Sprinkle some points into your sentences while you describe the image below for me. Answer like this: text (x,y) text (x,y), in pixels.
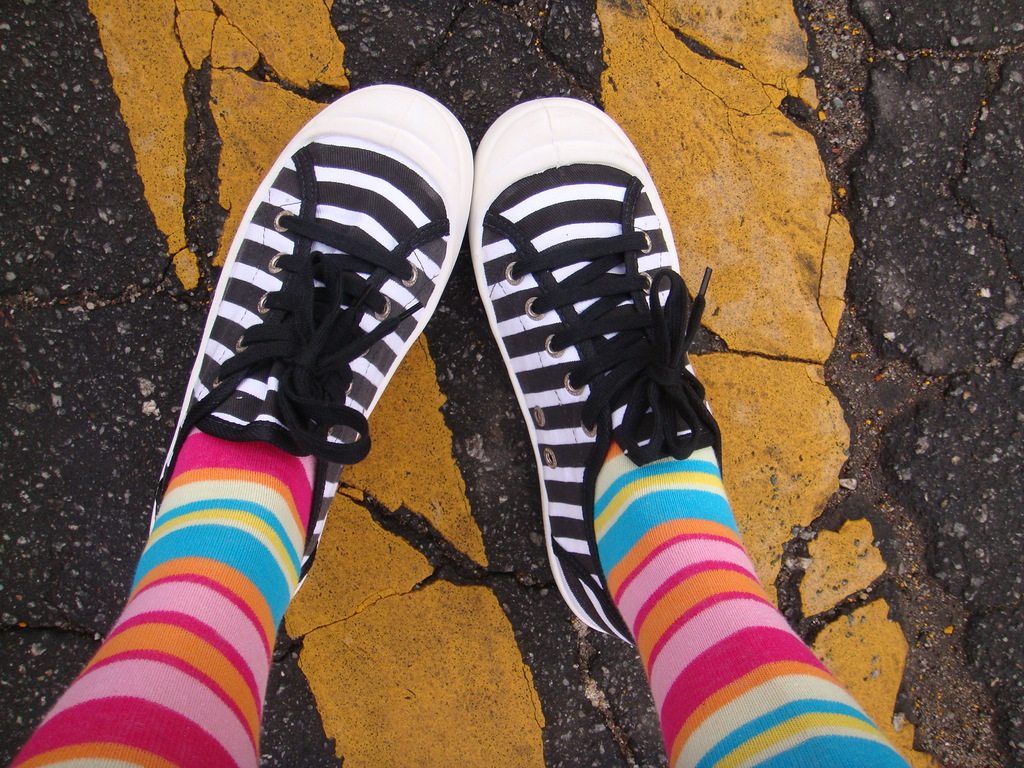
Here we can see legs (112,749) of a person (599,488) wore shoes (545,523) and this is a road (799,160).
